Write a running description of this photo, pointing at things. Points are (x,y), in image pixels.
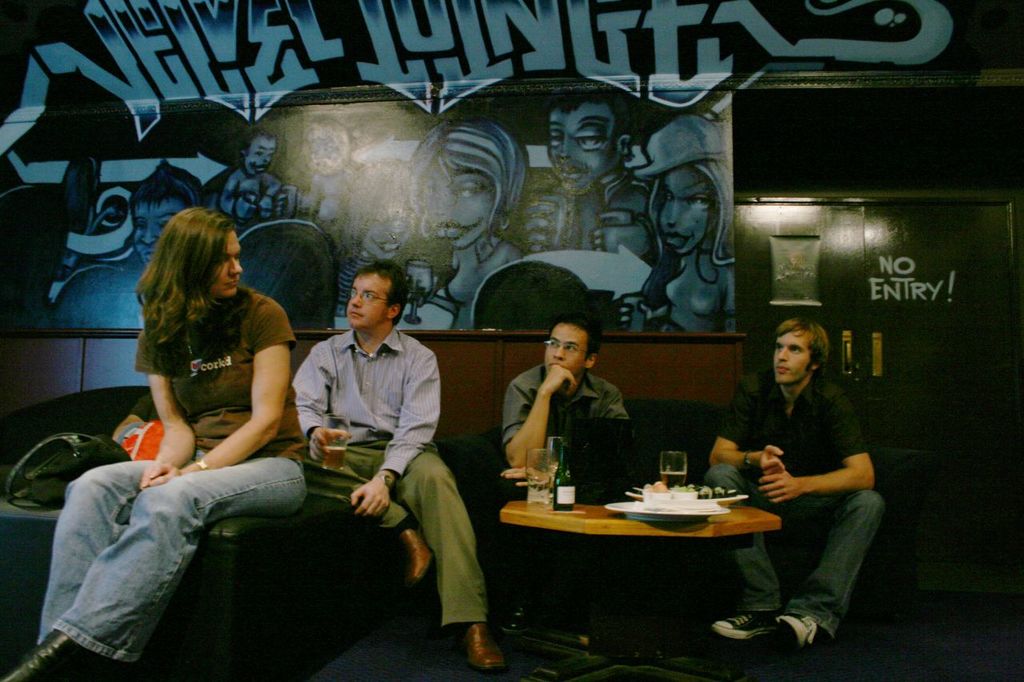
As we can see in the image there are four persons (737,403), sofa (297,575), table (728,517) and on table (632,537) there are bottles (558,494), glasses (665,487) and plate (685,509).
